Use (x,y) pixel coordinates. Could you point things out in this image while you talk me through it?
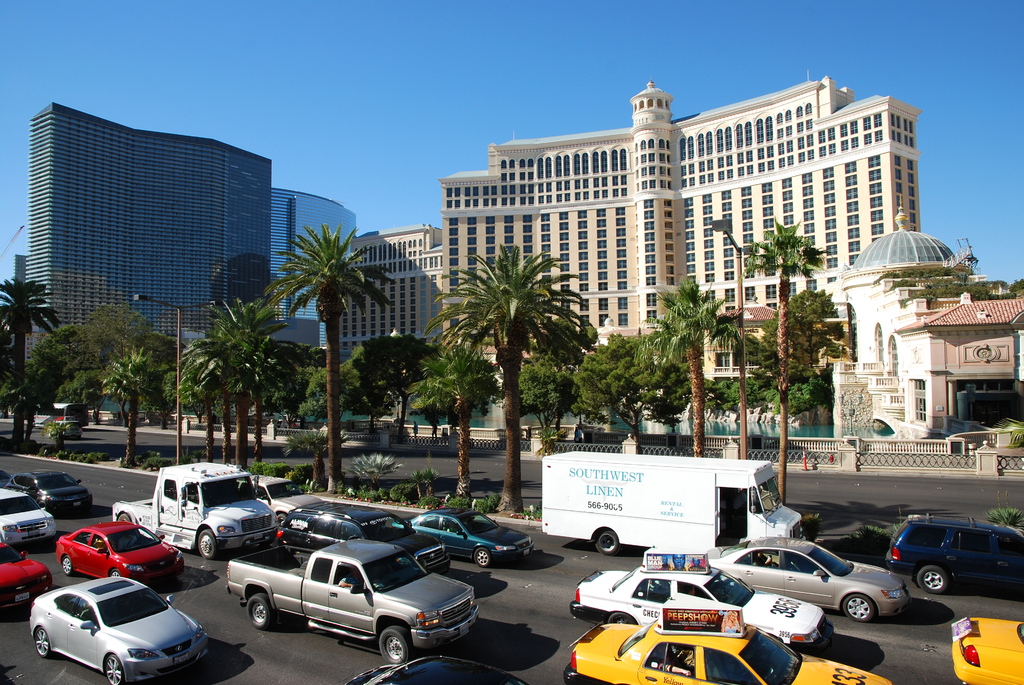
In the foreground of the picture (556,545) I can see the vehicles (480,547) on the road (803,494). I can see the trees (373,396) and light poles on the side of the road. In the background (589,204), I can see the tower buildings (586,140). There is a dome construction (874,248) at the top of the building (891,269) on the right side (870,249).
